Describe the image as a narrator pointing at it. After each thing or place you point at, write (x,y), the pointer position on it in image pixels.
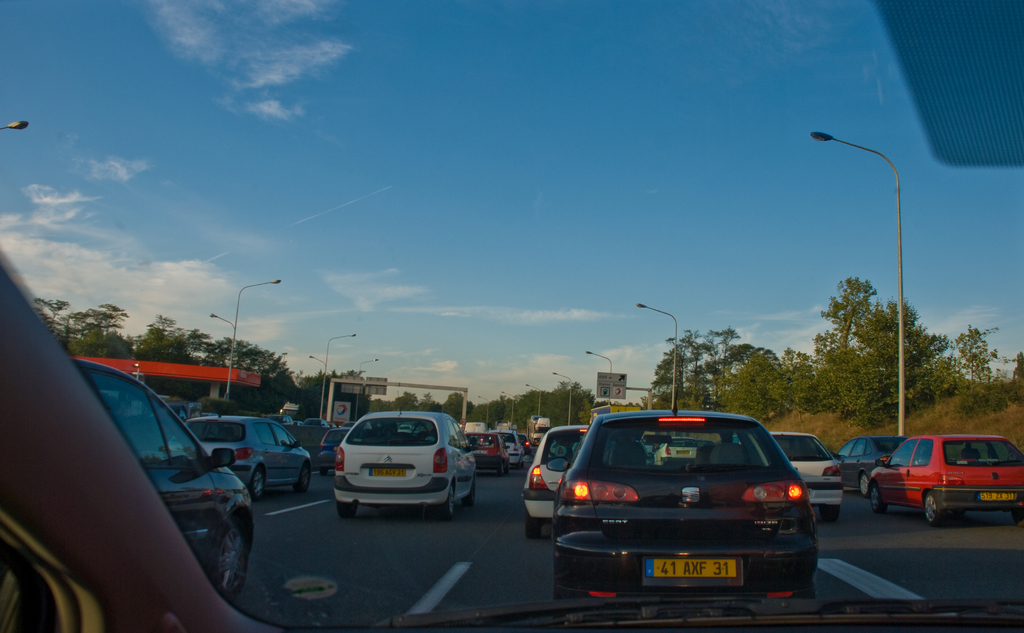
In this image we can see a group of vehicles (808,487) on the road (315,508). We can also see a roof (227,379) with a pillar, some street poles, the signboards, a group of trees (254,405) and the sky (562,170) which looks cloudy.
